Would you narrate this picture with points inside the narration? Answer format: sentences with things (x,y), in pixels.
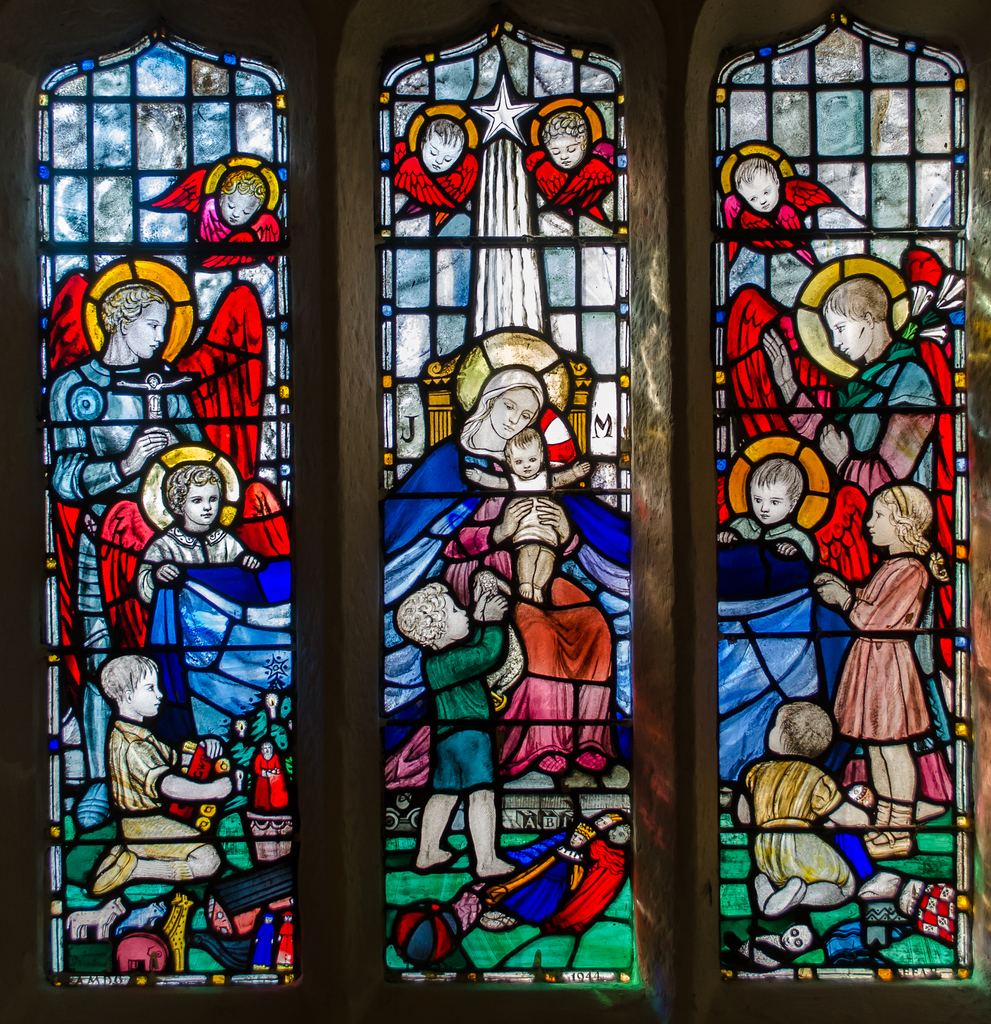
In this image there is glass (803,579), there is a painting (427,391) on the glass (547,625), there are persons (459,605), there is chair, there are objects (519,895) on the floor (465,881), there are persons (207,430) holding an object (865,381), there is wall (990,534) truncated towards the bottom of the image (320,993), there is wall (272,48) truncated towards the top of the image (340,34), there is wall (32,452) truncated towards the left of the image (8,604).
